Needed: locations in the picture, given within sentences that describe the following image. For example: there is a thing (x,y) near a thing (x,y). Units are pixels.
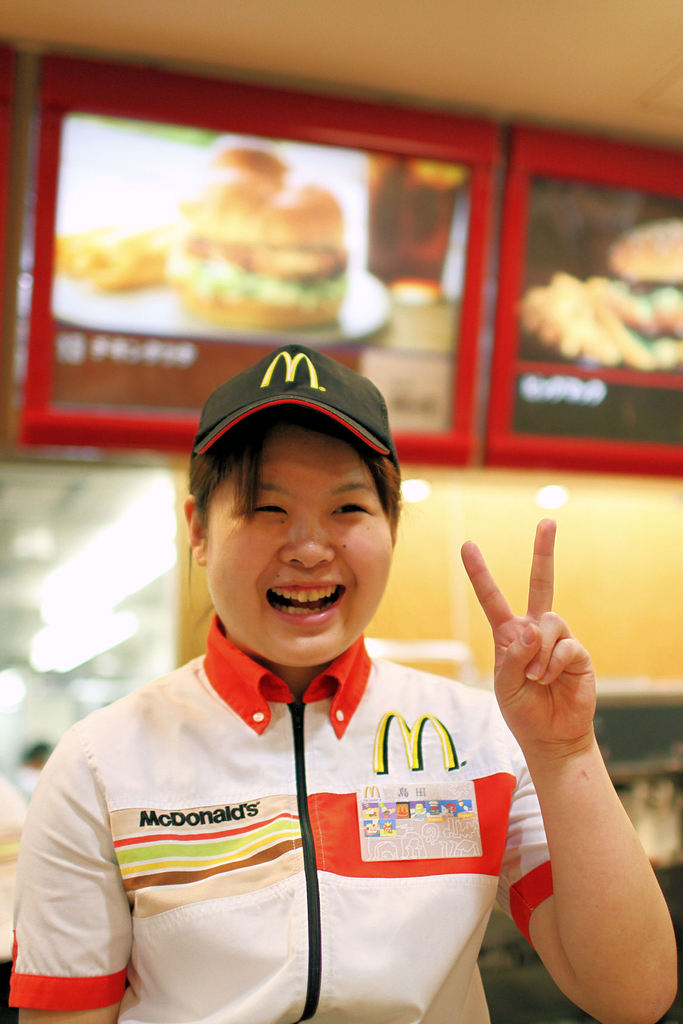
This image consists of a woman (437,853) wearing a cap (347,414) and a white shirt (319,860). In the background (225,275), there are screens (309,289) on the wall (620,636).
